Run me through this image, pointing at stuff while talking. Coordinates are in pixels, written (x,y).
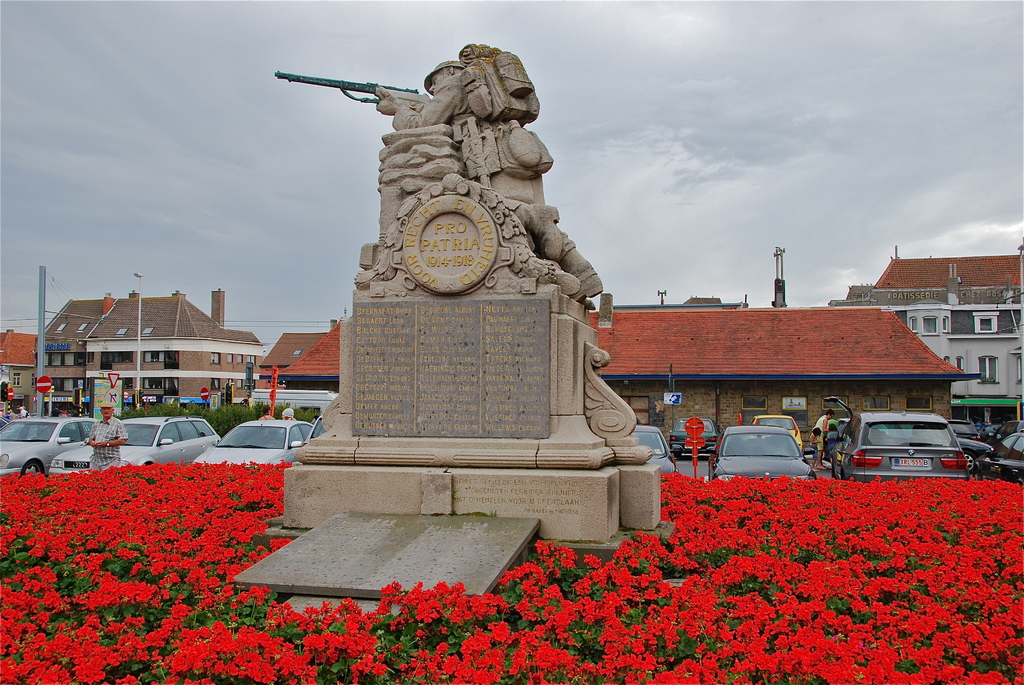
In this image I can see the statue (428,185) of the person (440,120) holding the weapon (288,79). It is in brown color. To the side I can see the red color flowers (520,611) to the plants (811,581). In the background (675,437) there are many vehicles (661,437) on the road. To the side I can see few people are standing. In the background (168,369) there are many houses (168,369) and the sky (119,42).
